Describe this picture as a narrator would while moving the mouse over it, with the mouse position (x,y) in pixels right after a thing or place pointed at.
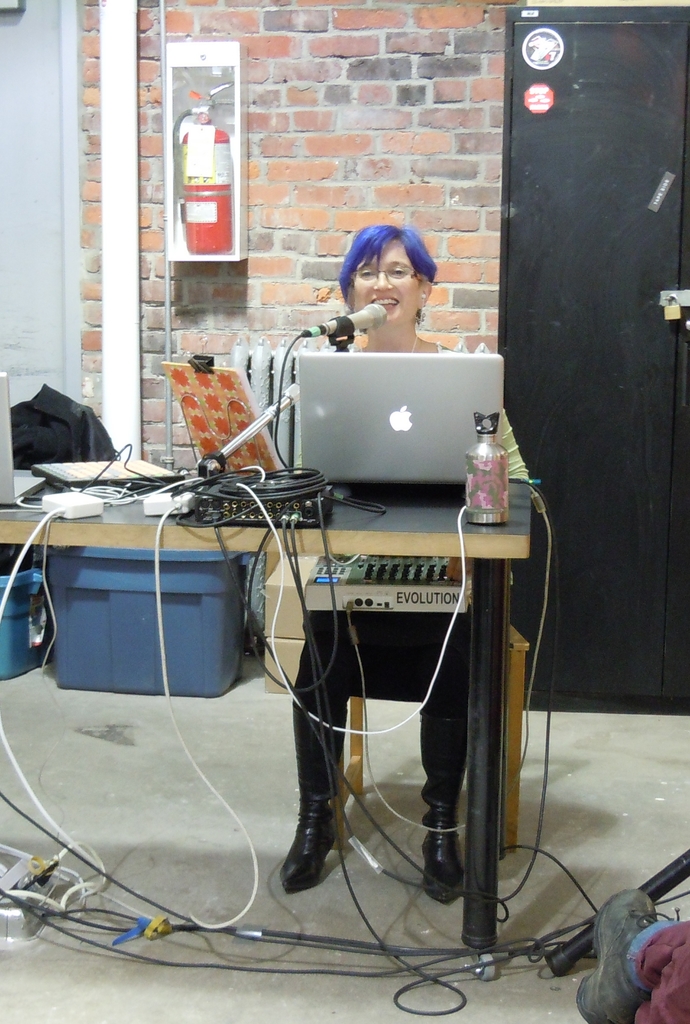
In this picture we can observe a table (510,530) on which there is a laptop (349,415), mic (324,323), adapters (74,501) and water bottle (466,469). We can observe white and black color wires (458,521). In front of a table (475,526) there is a woman (370,230) sitting in the chair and smiling. We can observe a fire extinguisher (187,142) fixed to the wall (285,180). On the right side (577,271) there is a black color door (598,328).
